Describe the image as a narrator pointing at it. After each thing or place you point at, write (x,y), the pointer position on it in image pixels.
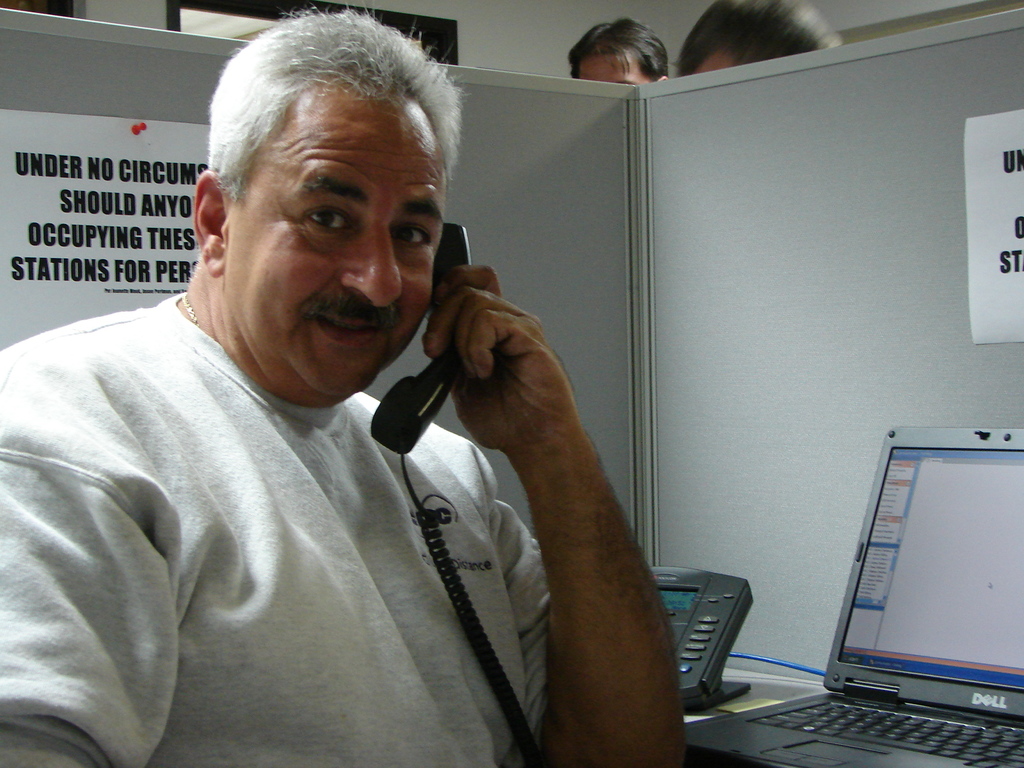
In this image we can see three persons (412,311), one of them is holding a phone receiver (414,393), there is a telephone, laptop (867,672), some poster (42,167) on the cabin (818,192) with some text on it, also we can see the wall (524,49).
